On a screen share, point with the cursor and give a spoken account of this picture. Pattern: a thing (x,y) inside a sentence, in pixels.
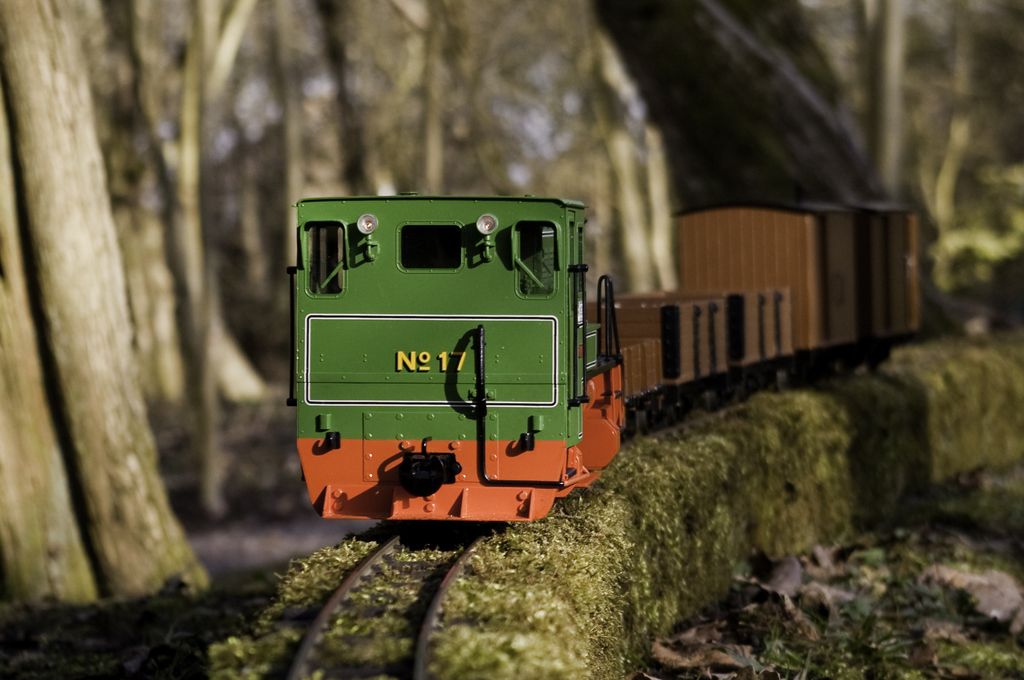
There is a toy train (739,236) on the toy railway track (424,600). In the background (15,248), there are trees (489,129), plants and there is sky (543,120).
